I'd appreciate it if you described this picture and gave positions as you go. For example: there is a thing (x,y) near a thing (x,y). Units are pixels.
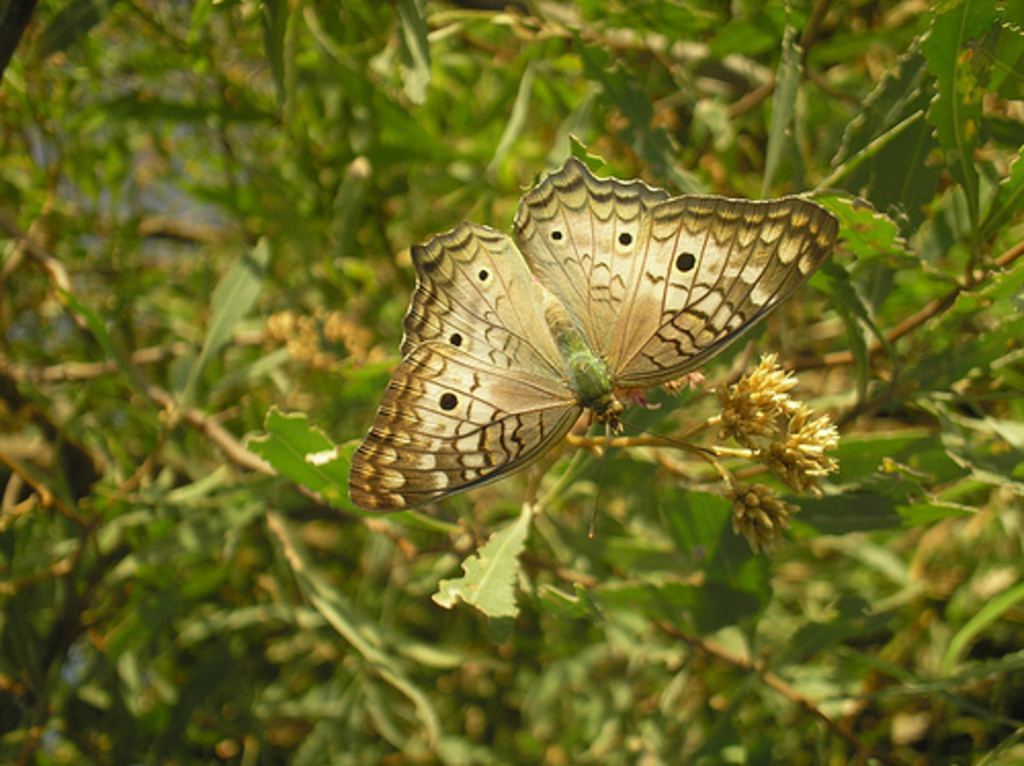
In this image, we can see a butterfly (549,379) and plant (602,456). In the background (1019,135), there are plants (421,725) and blur view.
